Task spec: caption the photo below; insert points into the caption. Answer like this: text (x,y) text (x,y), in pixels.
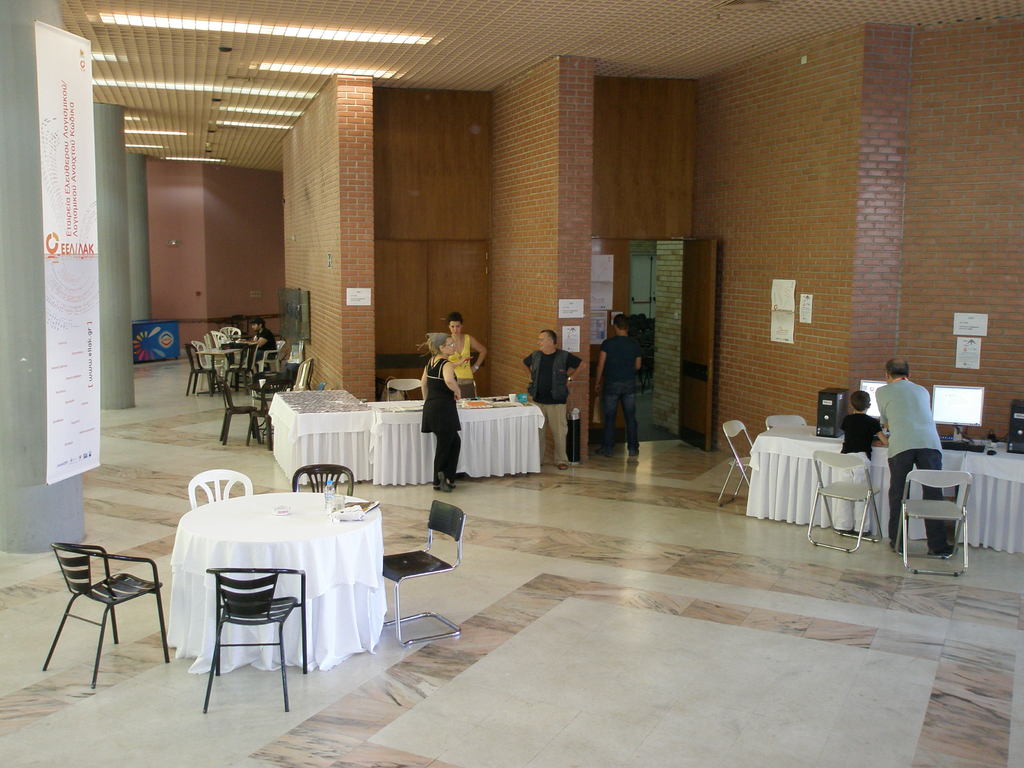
In this picture there are a table (225,529) around which some chairs (115,601) were there. In the background (234,375) also there are some chairs (239,356) and tables (224,353) here. There are some people (474,379) standing near the desk (476,423). In the right side (842,446) there is another table (977,468) and chairs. In the background (781,305) there are some papers (776,294) which were stuck to the walls (790,211) here.
